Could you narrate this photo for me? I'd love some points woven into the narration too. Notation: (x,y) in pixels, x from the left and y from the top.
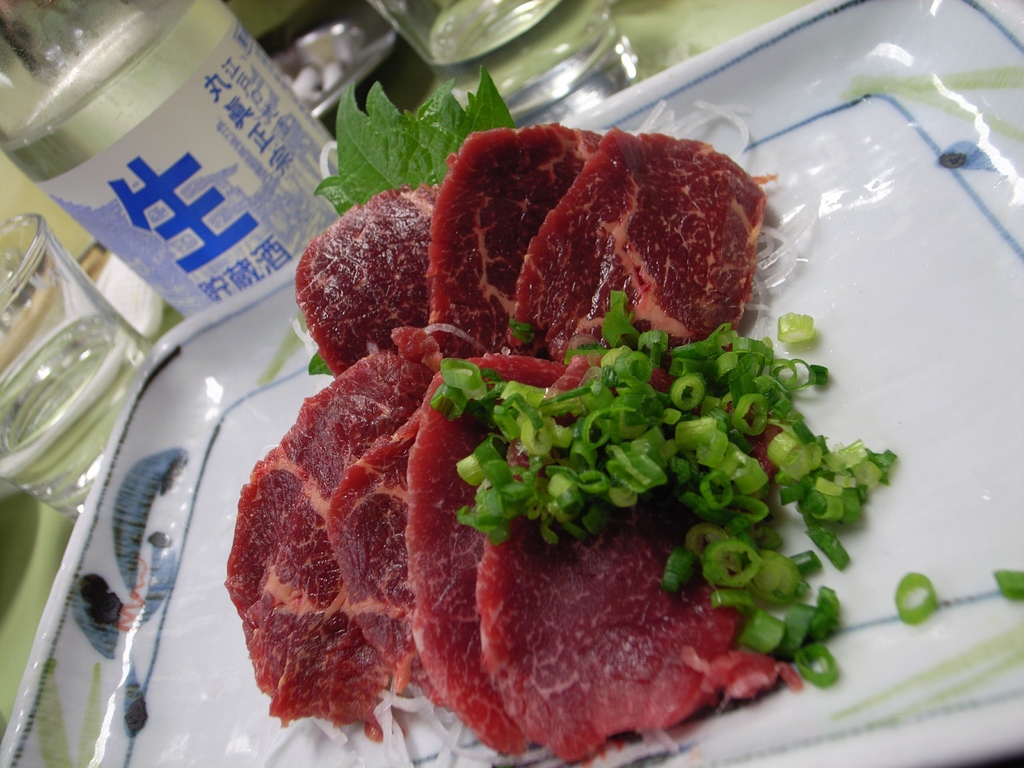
In this picture we can see red meat (622,560), onions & green leaves (448,111) on a white tray (945,163). In the background (522,22), we can see glasses (538,18) & a bottle (238,214) on the table (622,5).
